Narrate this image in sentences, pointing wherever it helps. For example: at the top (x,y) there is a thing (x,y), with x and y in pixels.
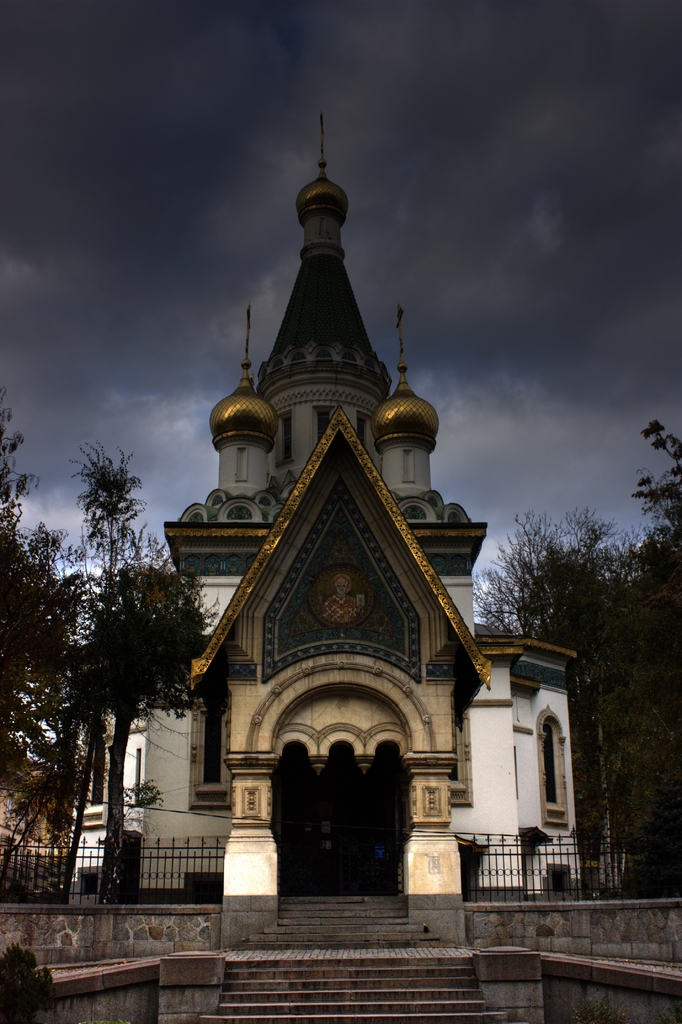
Sky (420,239) is cloudy. Building (325,240) with windows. Beside this building (349,467) there are trees (659,664). In-front of this building (408,696) there is a fence (483,868) and steps (361,950).
